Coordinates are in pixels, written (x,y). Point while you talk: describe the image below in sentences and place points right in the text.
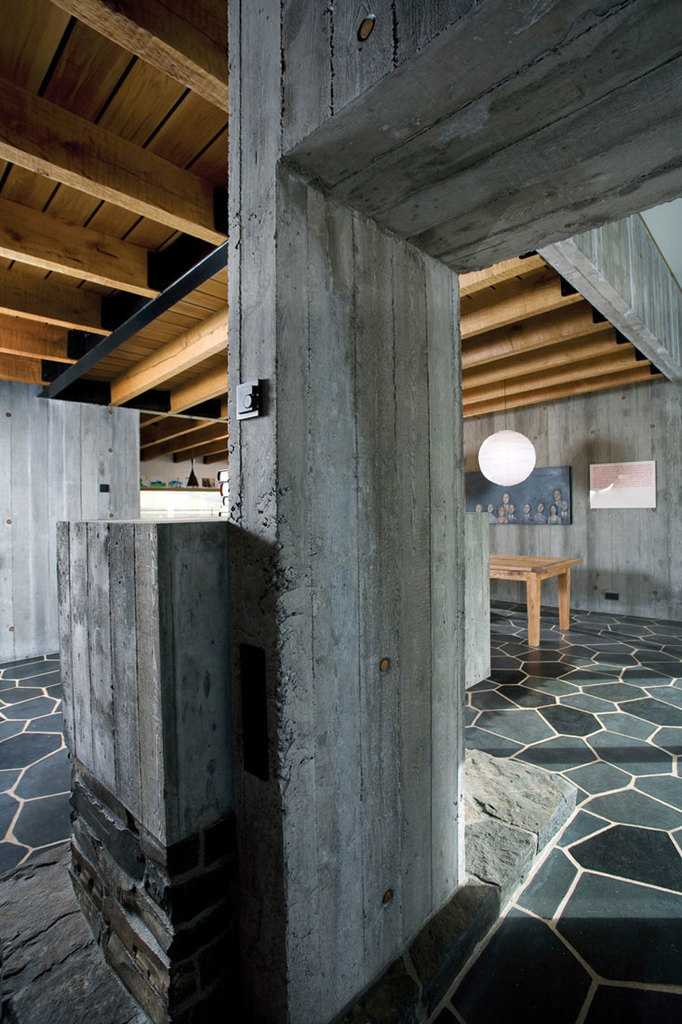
This picture is an inside view of a room (498,273). In this picture we can see the wall (522,536), table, boards (536,492), lantern (488,467), pillar (275,382), switch (243,400). At the bottom of the image (566,898) we can see the floor (566,898). At the top of the image (114,112) we can see the roof (121,172).
